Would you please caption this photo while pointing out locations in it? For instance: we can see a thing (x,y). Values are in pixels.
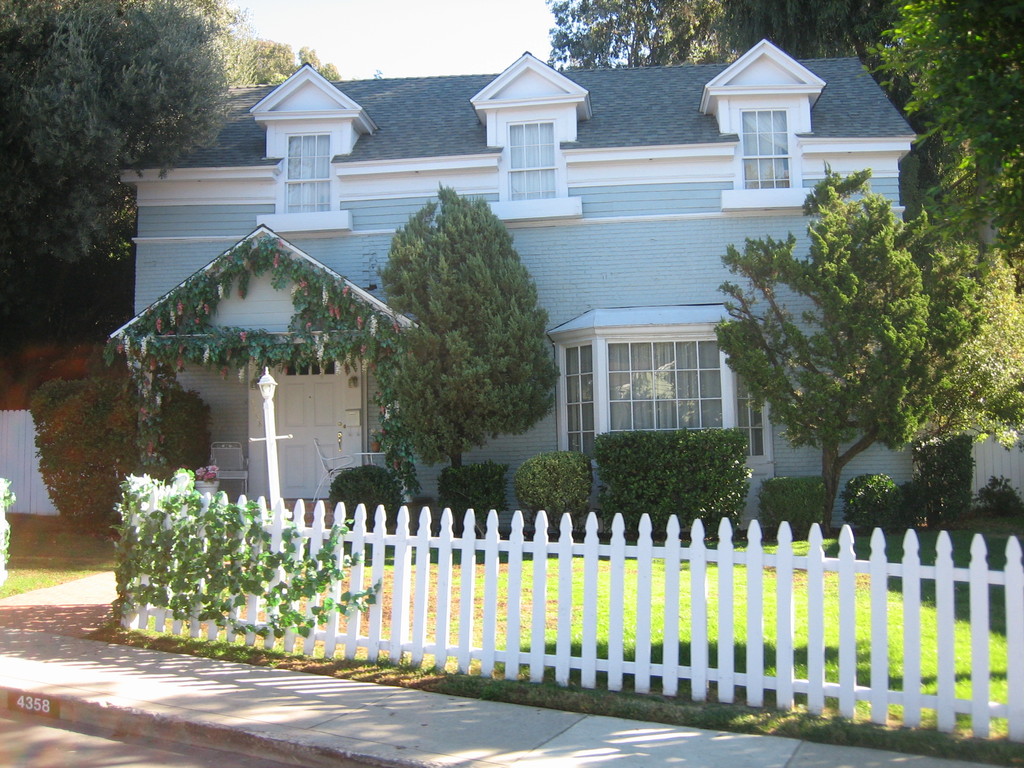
In this image there is a fence (279,524) having creepers (315,592) on it. Behind there is a street light (276,510) on the grassland (528,601). Bottom of the image (53,743) there is a road (43,741). Beside there is a pavement (217,683). Left side (14,452) there is a fence (17,465). There are few plants (405,416). Behind there is a building (656,255). Background (39,120) there are few trees (962,178). Top of the image (364,40) there is sky (312,33).
